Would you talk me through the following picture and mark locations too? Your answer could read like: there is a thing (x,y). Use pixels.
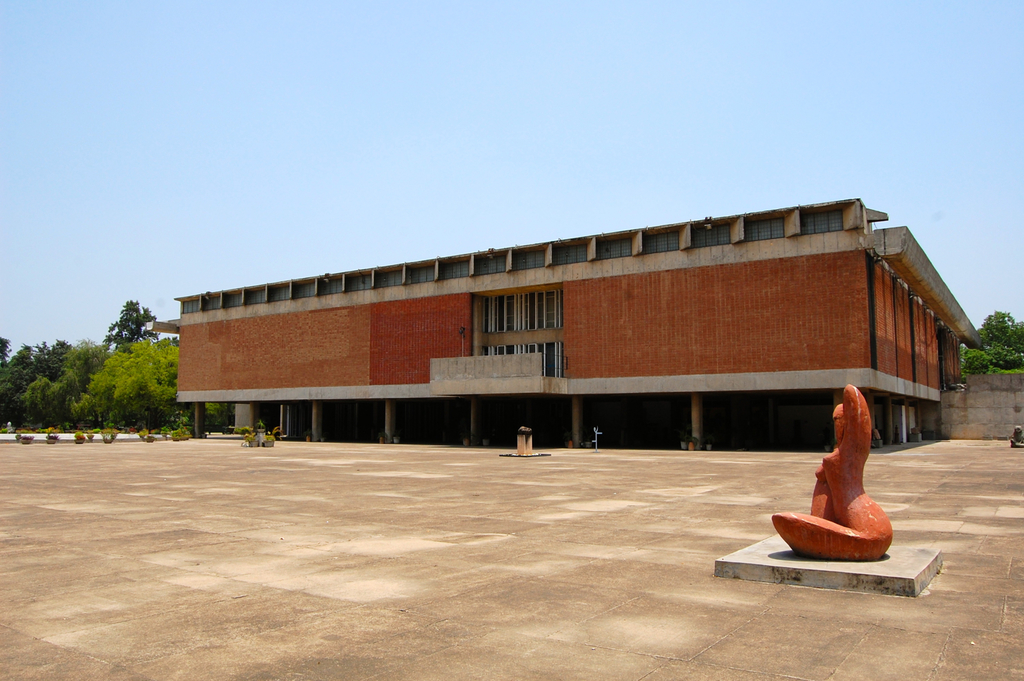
In the foreground of this image (892,541), there is a sculpture (848,533) on the right side (815,533). In the background (556,373), there is a building (712,342), plants (261,434), ground (250,514), trees (147,371) and the sky (373,144).
